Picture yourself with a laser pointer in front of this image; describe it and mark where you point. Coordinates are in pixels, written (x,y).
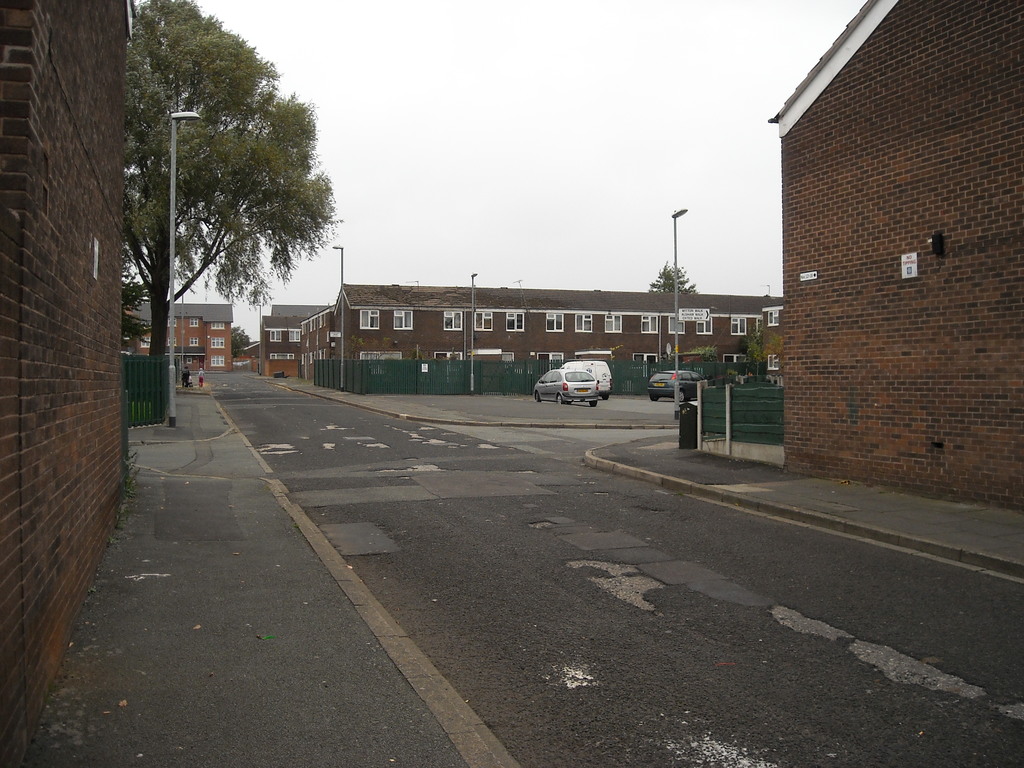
In the foreground (849,369) I can see buildings (60,382), light poles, fence (744,448), windows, trees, vehicles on the road (356,418) and two persons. In the background (584,188) I can see the sky (556,156). This image is taken may be during a day.
